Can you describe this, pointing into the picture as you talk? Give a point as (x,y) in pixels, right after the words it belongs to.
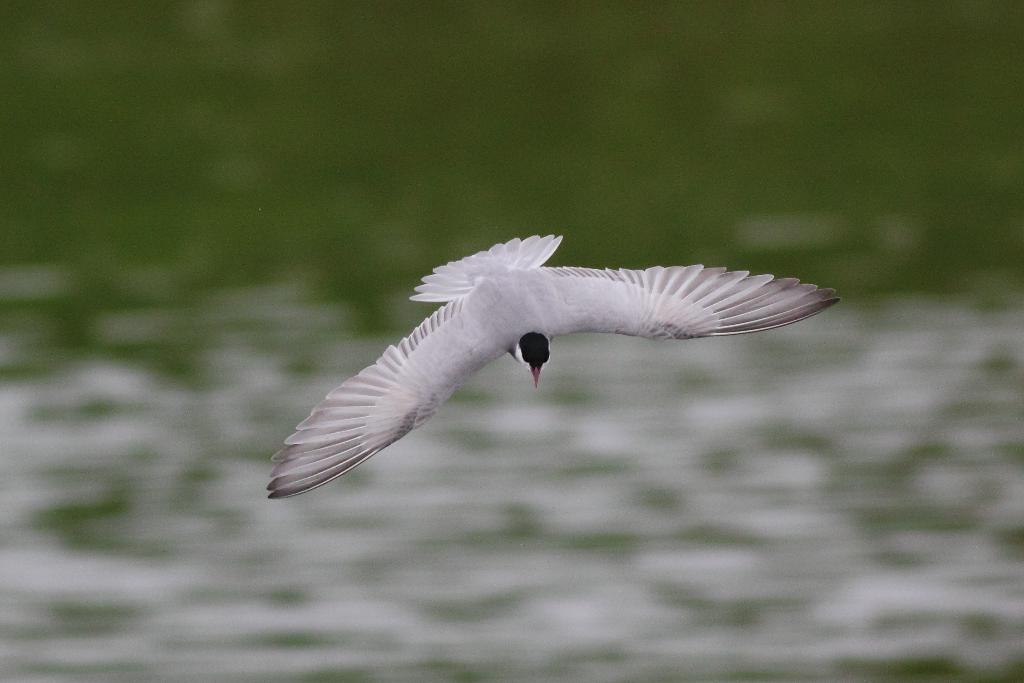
This image consists of a bird (488,341) flying. It is in white color. At the bottom (418,538), there is water (396,572).
